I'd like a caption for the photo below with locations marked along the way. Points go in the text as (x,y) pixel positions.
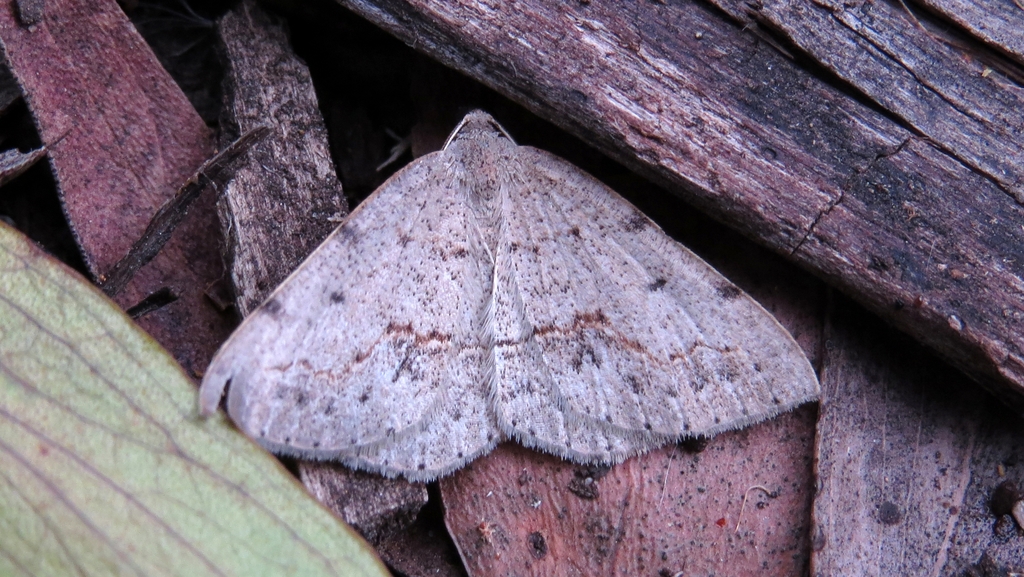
In this picture I can observe an insect (515,348) which is in grey color. This insect (401,310) is in the woods (852,232). The woods (566,483) are in black and brown colors.
